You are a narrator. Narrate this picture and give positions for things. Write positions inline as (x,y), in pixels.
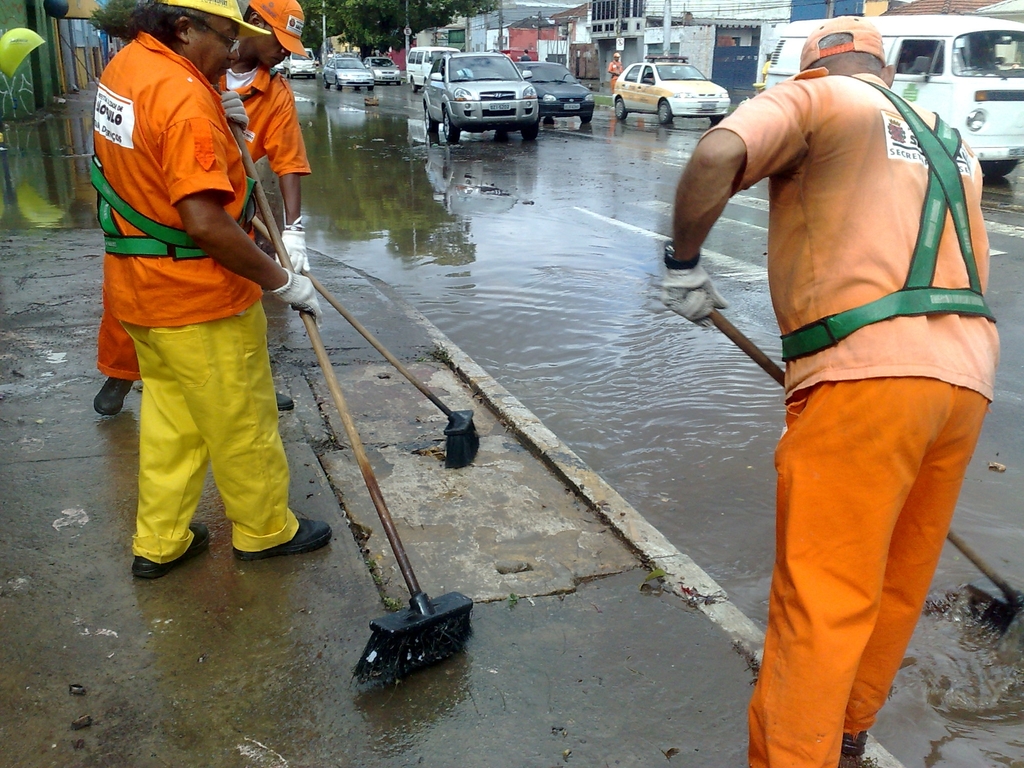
In this image, there are three persons (259,262) standing and holding the broom sticks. There are vehicles (542,77) and water (627,259) on the road (624,233). In the background (467,38), there are trees (390,21), buildings (660,30), poles (327,51) and I can see another person (616,62). At the top left side of the image (7,37), there is an object (7,61).
